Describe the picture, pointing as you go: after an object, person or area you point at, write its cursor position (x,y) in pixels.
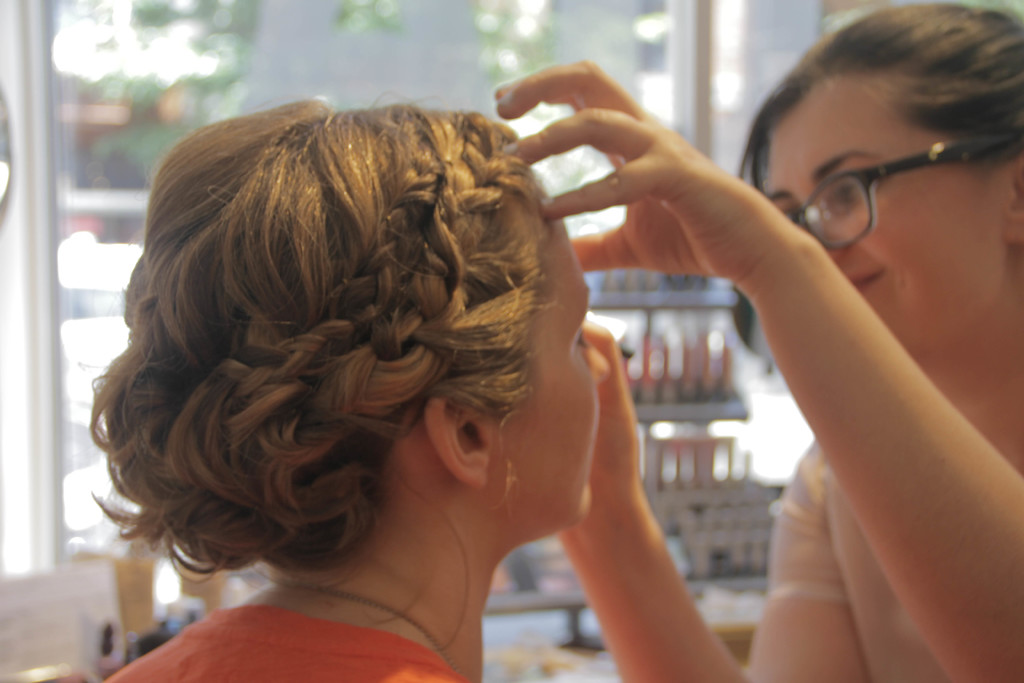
There is a woman (922,324) in the right corner (917,329) placed her hands (782,272) on the face (552,362) of another woman (533,314) in front of her and there are some other objects (657,354) in the background (671,368).
